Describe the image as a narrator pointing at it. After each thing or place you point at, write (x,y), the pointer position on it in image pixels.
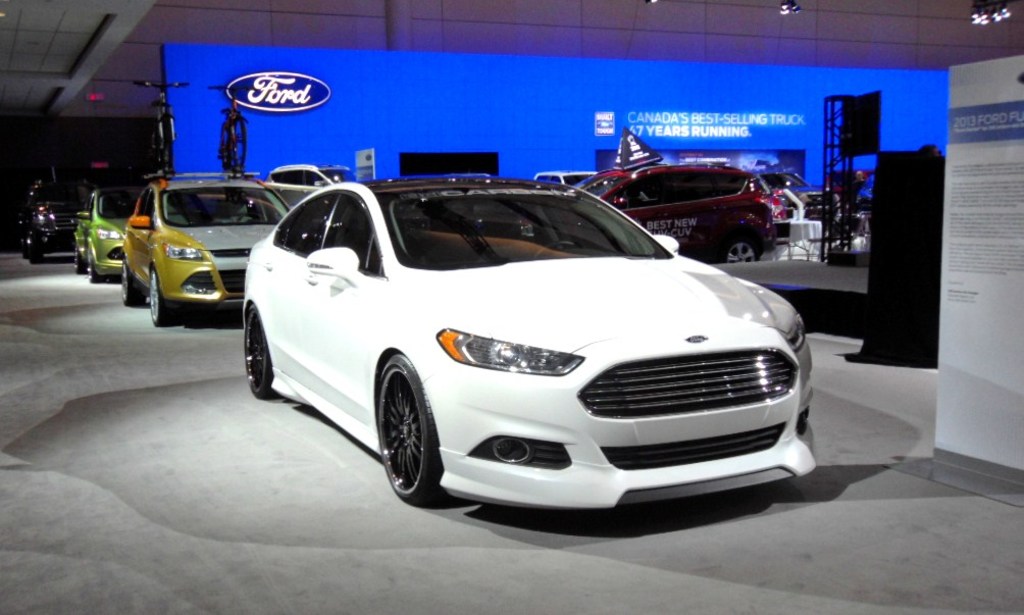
In the foreground of this image (699,295), there are cars (503,202) on the floor (372,479). We can also see a blue screen (605,125) and few lights (1001,5) at the top (482,116).
